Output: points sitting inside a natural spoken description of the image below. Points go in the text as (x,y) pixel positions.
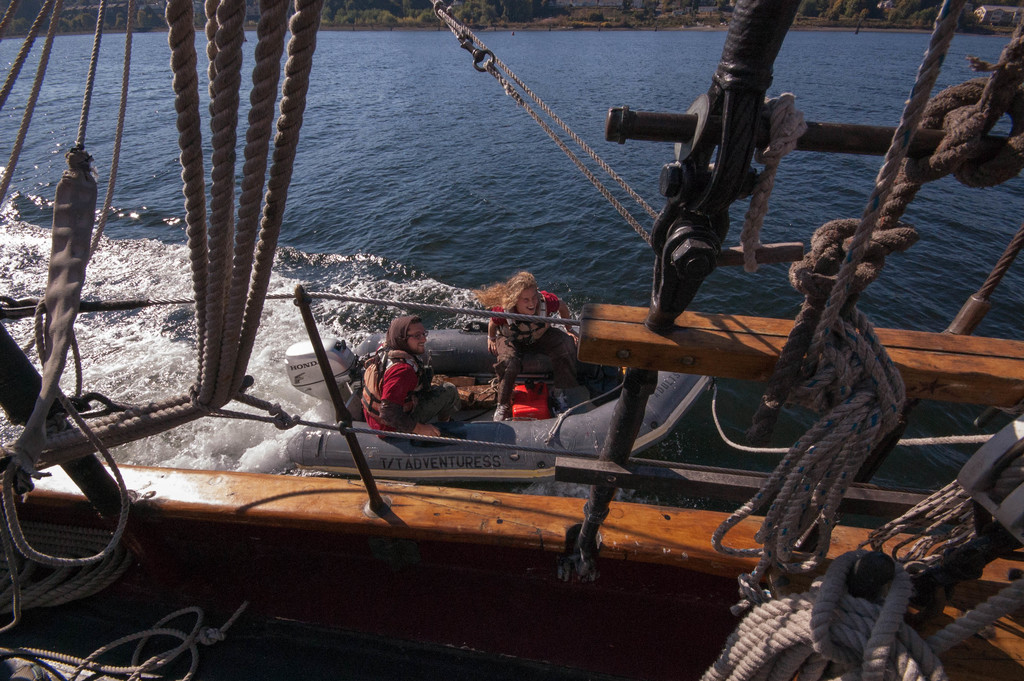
In this picture there are two persons (498,309) sitting on the boat (561,437). In the foreground (773,647) there are ropes (734,608) on the boat (466,616). At the back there are trees (676,1) and there is a building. At the bottom (653,455) there is water (333,206).
